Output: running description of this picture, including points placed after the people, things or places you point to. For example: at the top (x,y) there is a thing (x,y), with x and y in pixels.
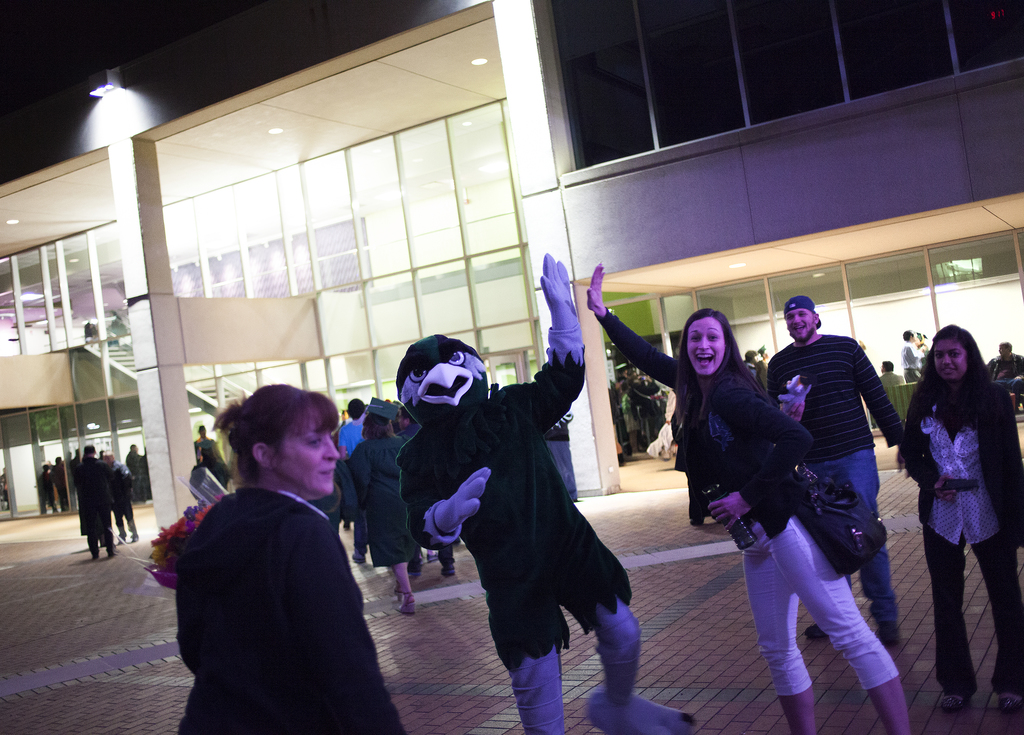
In this image I can see a man (415,476) wearing a animal dress (456,404) and beside him I can see a woman (758,404) she is smiling and I can see two persons (928,378) visible on the right side (952,429) and I can see a woman (198,530) at the bottom (244,582) and in the middle (371,261) I can see a building (287,252), in front of the building (166,410) I can see a person (204,443) standing and walking on the floor (108,602).
